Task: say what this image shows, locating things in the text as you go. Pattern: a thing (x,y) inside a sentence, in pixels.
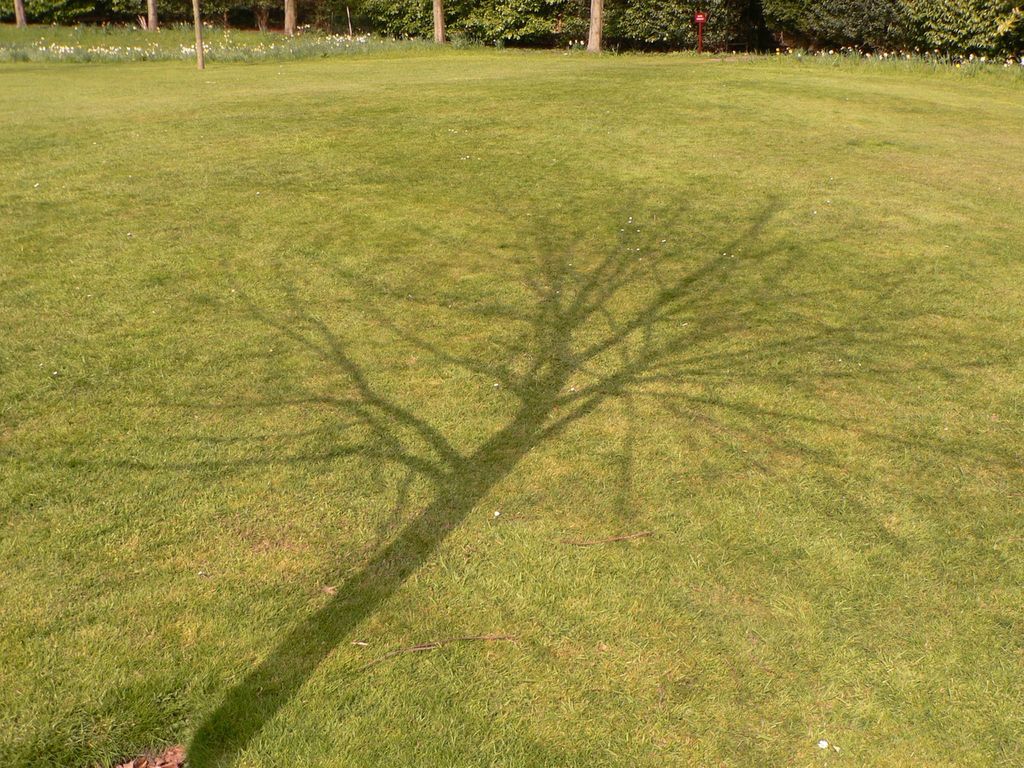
In the picture we can see a grass surface (655,614) on it, we can see a tree shadow (216,724) and in the background (290,49), we can see some plants (563,32) and a tree branch (196,19).
